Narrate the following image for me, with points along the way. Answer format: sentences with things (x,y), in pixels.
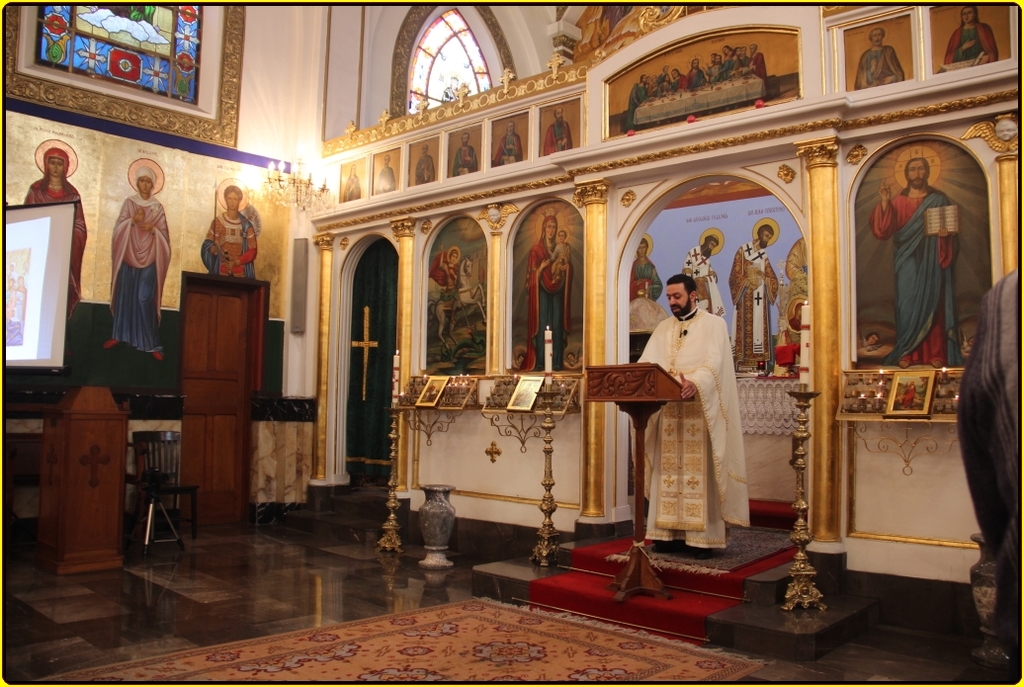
This picture might be a photo frame. In this image, on the right side (1002,445), we can see a person (1007,570). In the middle of the image (665,350), we can see a person (678,424) standing in front of the podium (632,406). On the left side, we can also see a screen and a door (241,369), a chair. In the background (258,381), we can see a door (359,348) and some paintings (565,270) on the wall (363,109), glass window (455,98), pillars (1004,170). At the bottom (651,666), we can see a staircase (582,606) and a mat (405,644).
